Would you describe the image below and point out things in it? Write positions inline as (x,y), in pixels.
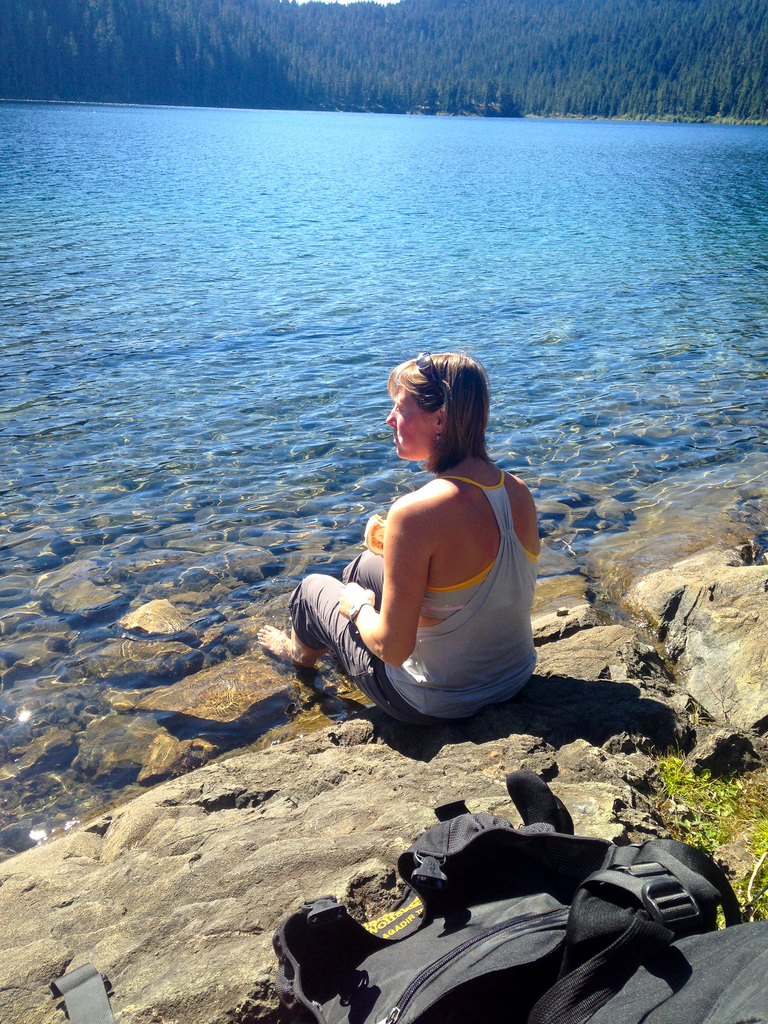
In the middle of the image (463,564) a woman (521,530) is sitting on a rock (675,585) and there are some stones (709,768). In the bottom right corner of the image (720,987) there is a bag (503,829). At the top of the image (212,93) there are some trees (31,28).
